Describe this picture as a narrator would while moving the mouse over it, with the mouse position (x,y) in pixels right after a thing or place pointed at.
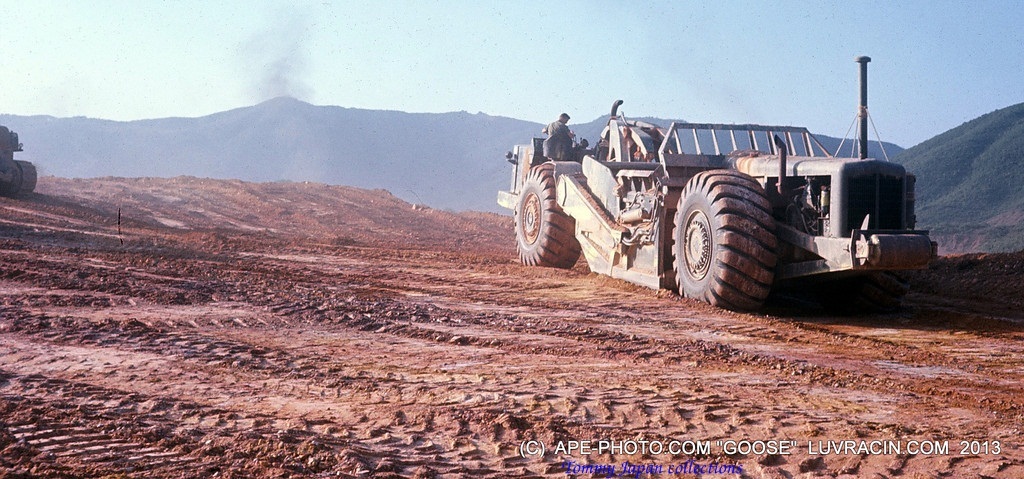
In this image I can see vehicles (621,248) on the ground (414,290). In the background (375,135) I can see mountains (415,135) and the sky (404,53).
